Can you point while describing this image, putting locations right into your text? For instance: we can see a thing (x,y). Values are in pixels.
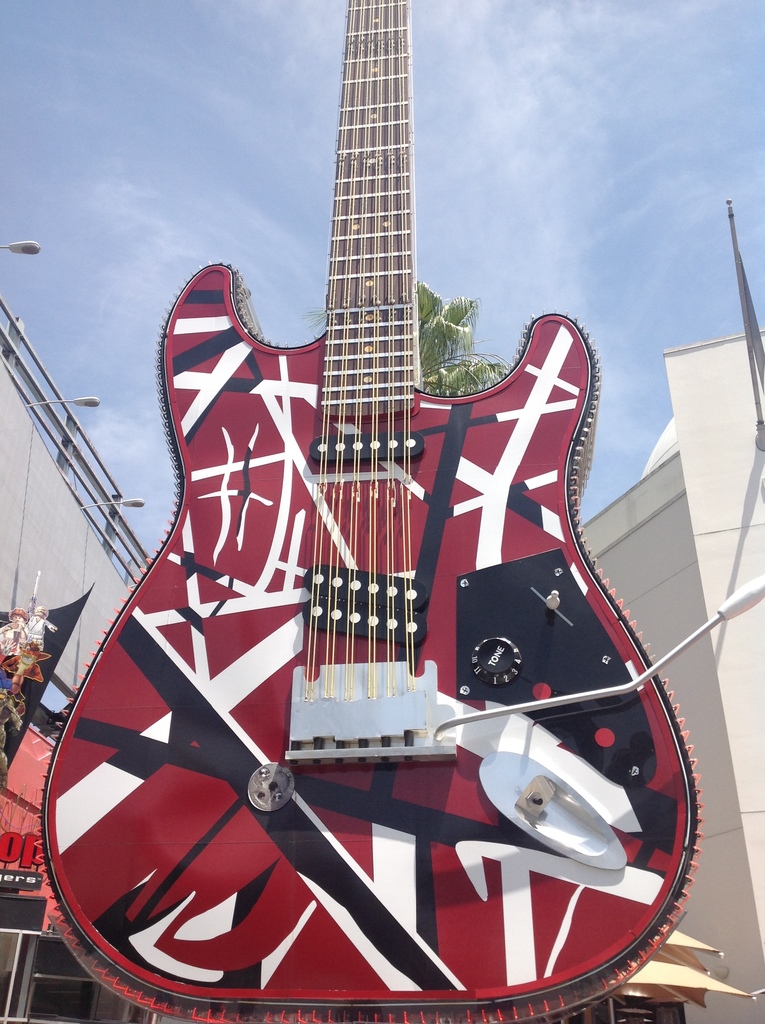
This guitar (347,62) is highlighted in this picture. Sky (491,231) is cloudy.
